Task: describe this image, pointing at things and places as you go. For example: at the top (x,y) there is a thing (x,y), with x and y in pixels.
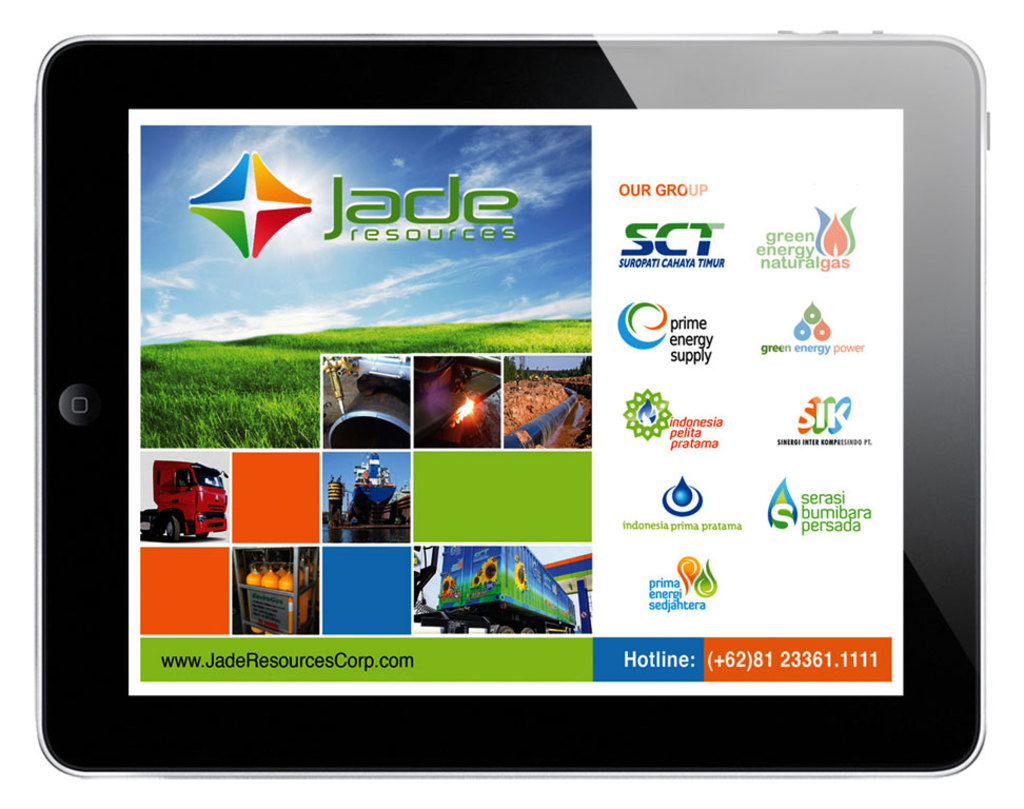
In this image there is an iPad (56,731) in that iPad (141,672) there are some company names (696,525) and pictures (233,434).
